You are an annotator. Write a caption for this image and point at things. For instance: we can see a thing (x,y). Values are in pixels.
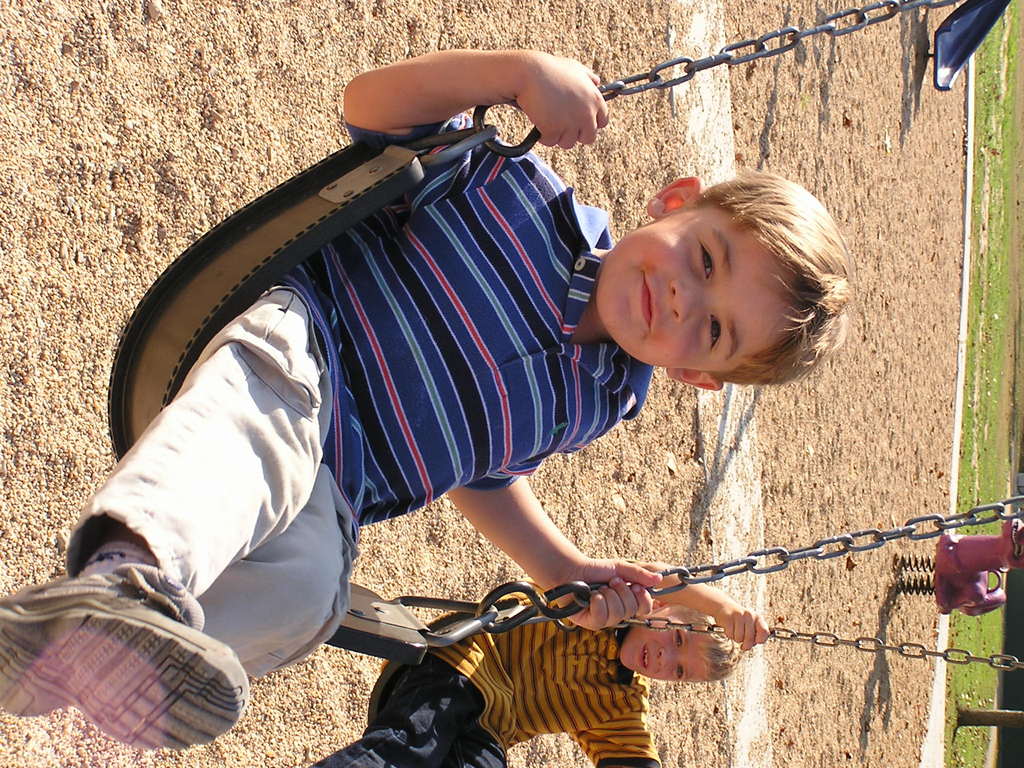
In the foreground of this picture (558,709), there are two boys (516,712) swinging on a swing chair (375,618) in the park (866,141). In the background (818,401), there is sand (905,144), slide (941,60) and the grass (981,741).
